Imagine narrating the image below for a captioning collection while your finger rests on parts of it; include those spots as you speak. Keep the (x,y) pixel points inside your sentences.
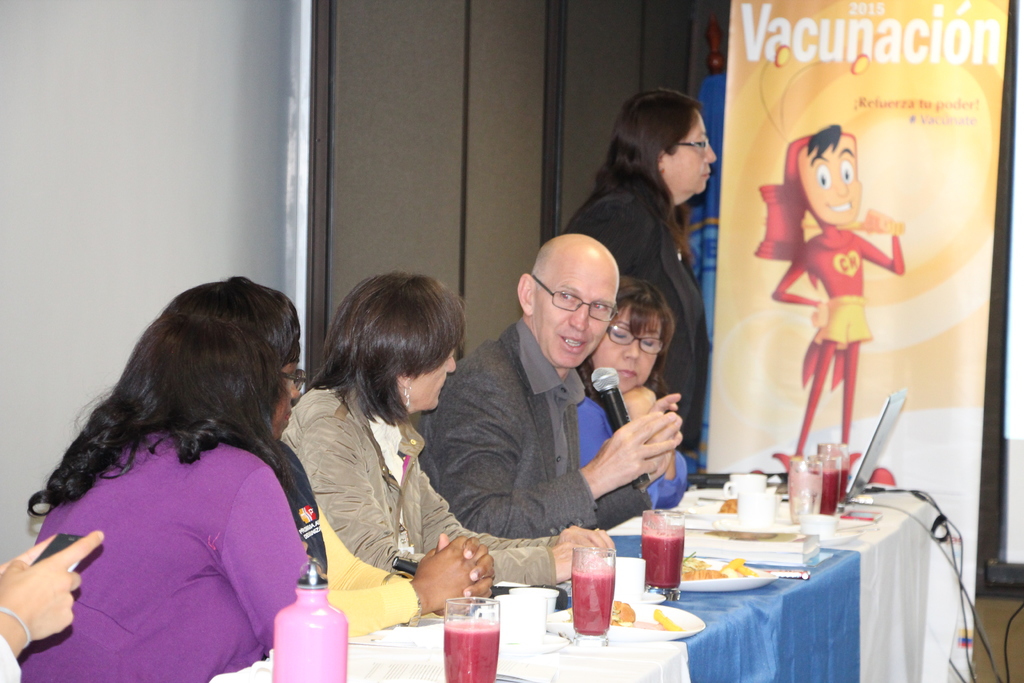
In this picture group of persons (381,481) are sitting on a chair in front of the table (708,592). The man (553,363) in the center (557,374) is holding a mic (611,402) in his hand (635,419) and is speaking. There is a table (712,618) covered with white and blue colour cloth (816,611) on the table (724,595) there are glasses (678,578), food (689,576) on plates (640,617), bottle (321,631), laptop (865,467), and wires (962,595) in the background (849,144) there is a board (778,99) with the name (781,59) is written on it is vacunacion and a cartoon (843,220) is printed on this board (961,239) which is yellow in colour.
